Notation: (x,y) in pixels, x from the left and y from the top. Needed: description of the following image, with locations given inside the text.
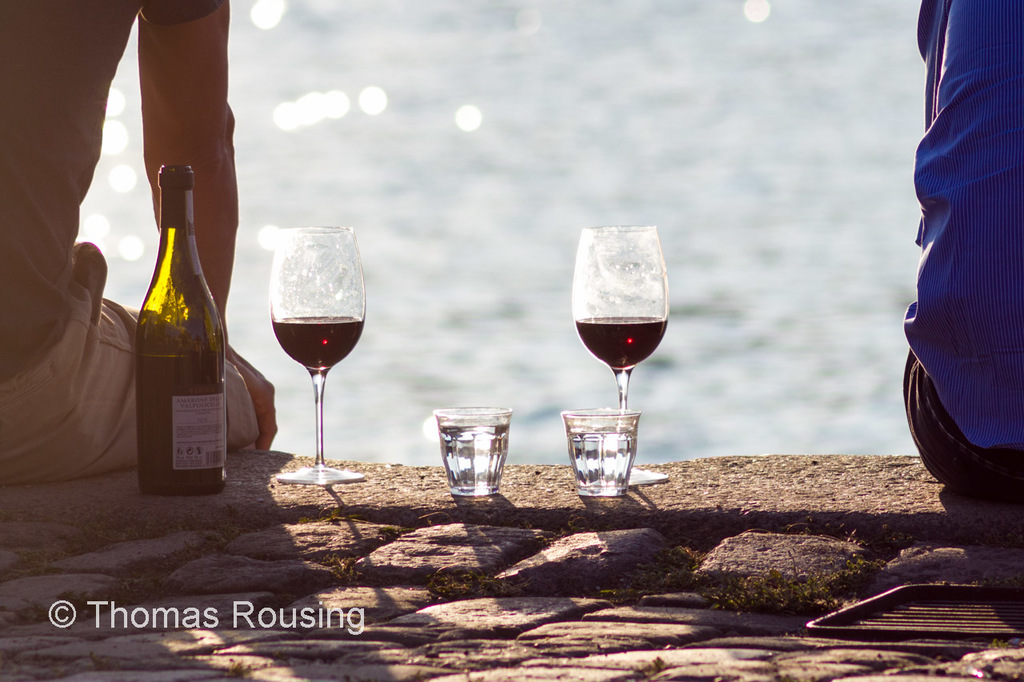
In this picture there is a wine bottle (165,329) and wine glasses (642,298) placed on the floor (481,542). There are two persons (62,103) sitting. In the background (524,136) there is a water (503,129).
